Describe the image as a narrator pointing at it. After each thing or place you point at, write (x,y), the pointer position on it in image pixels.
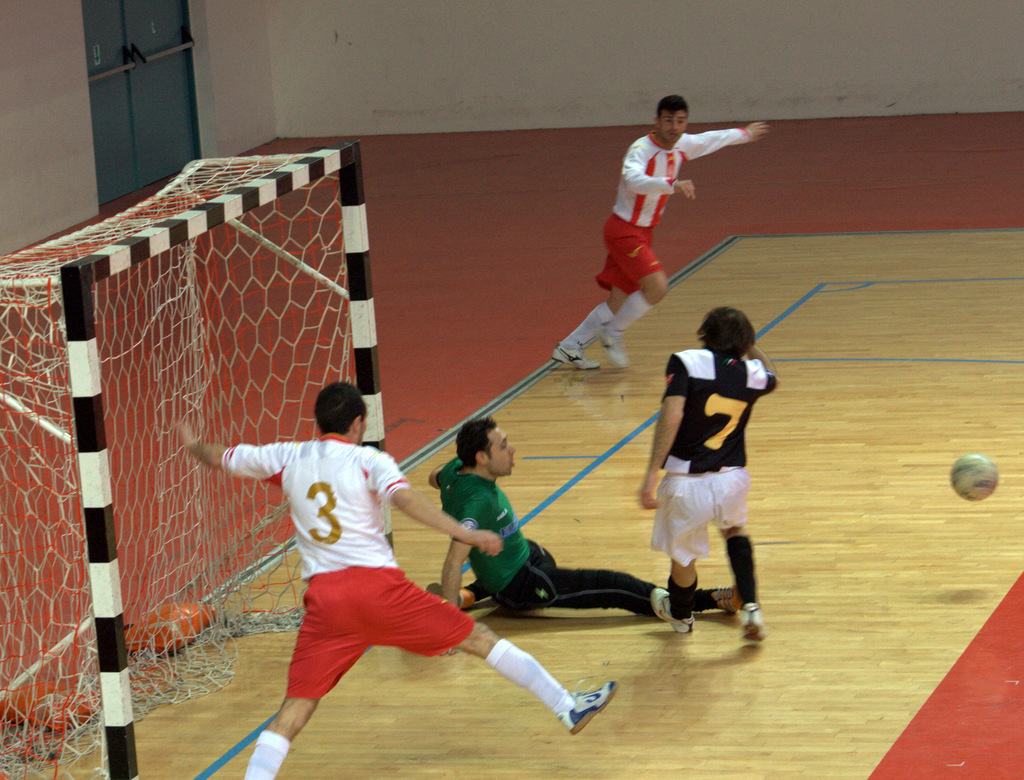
In this picture I can see three men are standing and one man (523,552) is sitting. Here I can see a net (116,487) and a ball (972,481) in the air. On the floor (893,576) I can see some blue color lines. In the background (484,59) I can see a wall (399,47) and a door (127,62). These people (362,435) are wearing jerseys (665,395), shorts (358,650) and shoes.
